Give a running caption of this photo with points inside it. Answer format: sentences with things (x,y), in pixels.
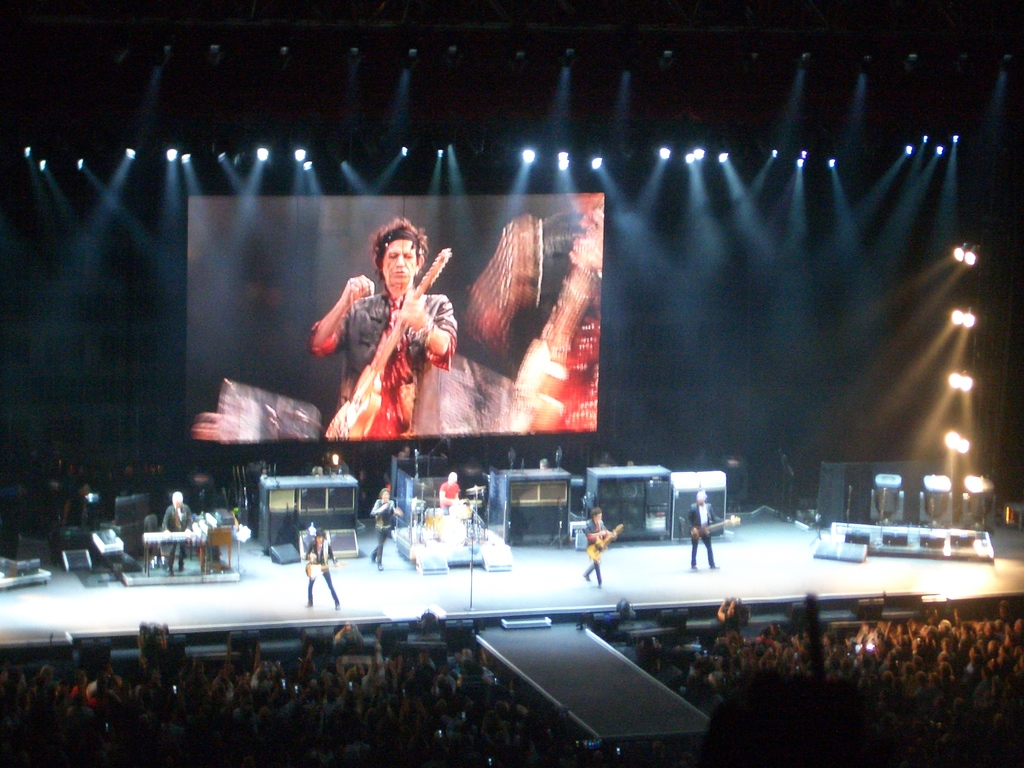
In the foreground of the picture (438,654) there are audience (834,659). In the center of the picture (468,495) it is stage (615,569), on the stage (747,564) there are speakers (681,524), light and a band (171,517) performing. At the top (387,228) there are light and a led screen (378,341). On the stage (428,542) there are people (317,553) playing guitars (314,566), drums (441,540), keyboard (161,540) and other musical instruments (213,544).
